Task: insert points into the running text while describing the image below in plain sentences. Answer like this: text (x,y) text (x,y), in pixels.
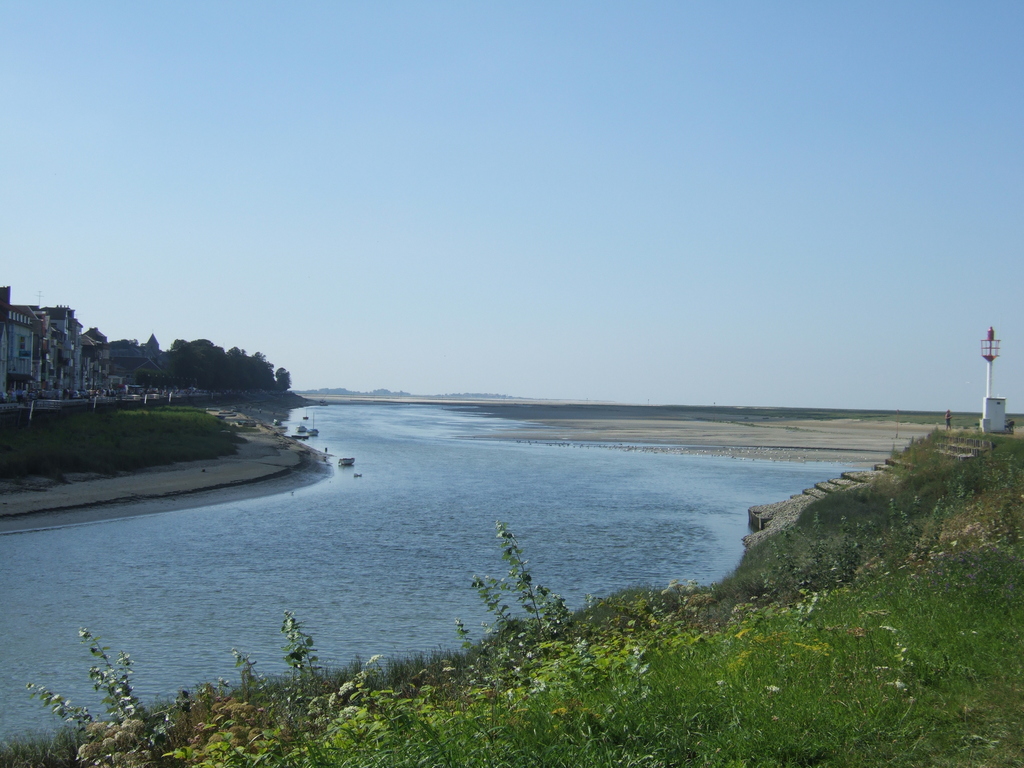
In this image there is some water (374,629), beside there is land (744,437). There is stairs (954,453) behind there is a street light (991,396). Bottom of image (613,650) there are few plants (453,685) having flowers (247,700) and there is grassland (886,696). Left side (87,445) there is grassland (65,445), behind there are few buildings (113,380) and trees (173,379). Top of image (377,172) there is sky (564,152).
